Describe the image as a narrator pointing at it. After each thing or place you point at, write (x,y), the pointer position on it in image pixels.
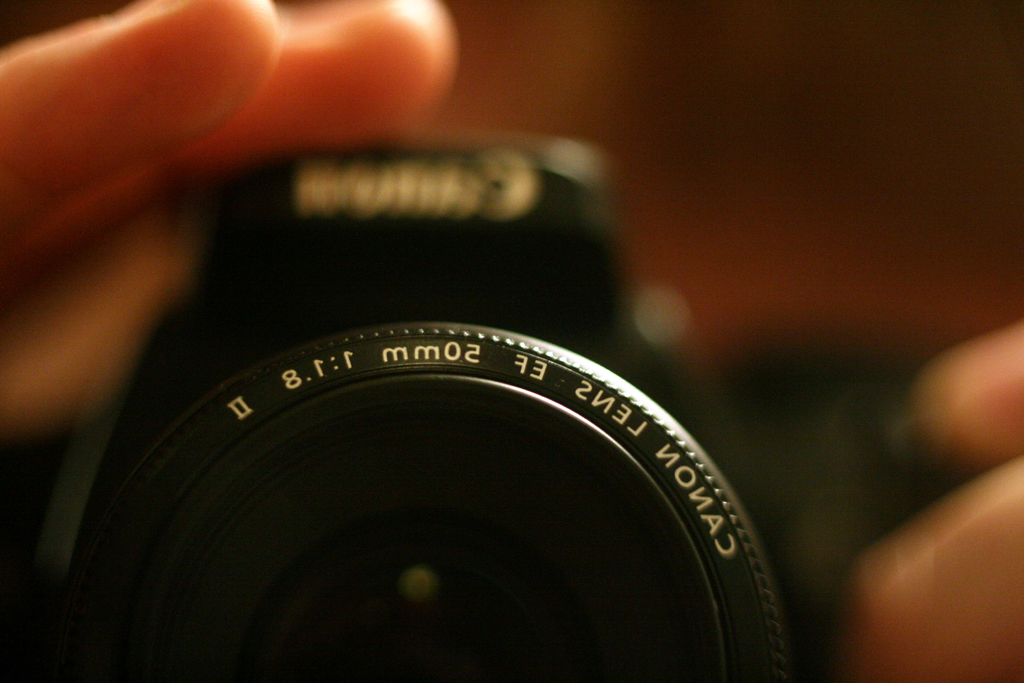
There are lens (453,423) of a camera (445,458) and a hand (427,115) is holding the camera (595,308) and the background (954,13) is blurry.
